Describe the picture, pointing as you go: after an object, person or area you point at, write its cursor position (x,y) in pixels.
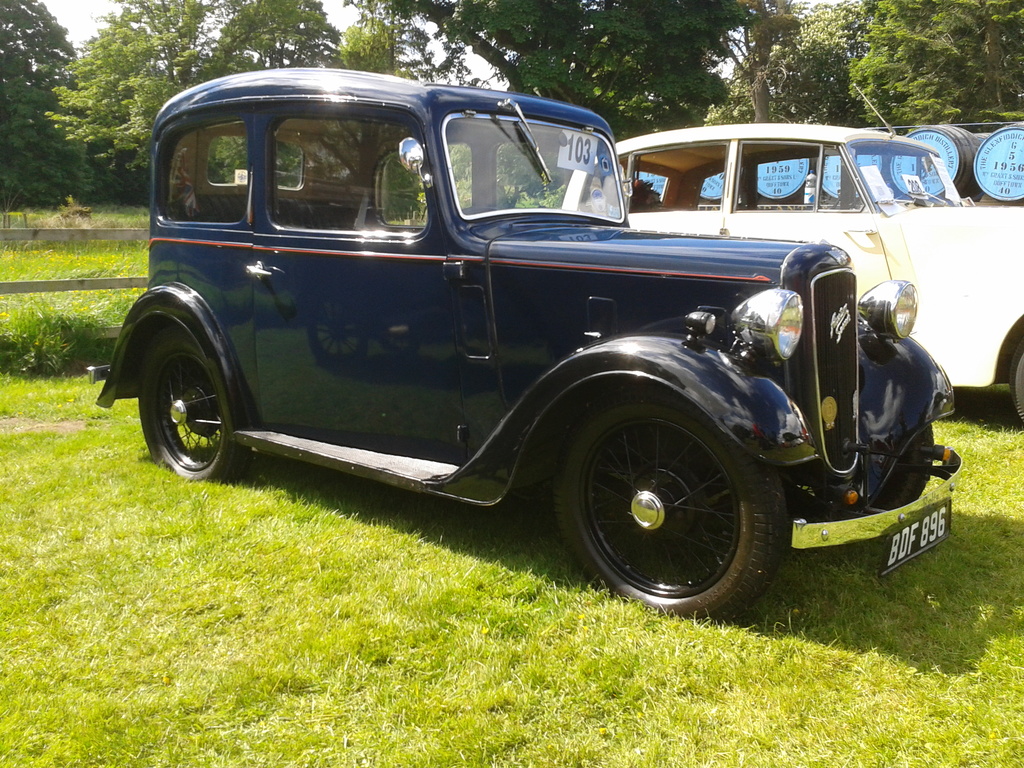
In this image I can see two vehicles (480,332), in front (528,315) the vehicle (577,281) is in blue color and the other vehicle (837,236) is in white color. Background (88,13) I can see grass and trees (232,39) in green color and sky (78,26) is in white color.
